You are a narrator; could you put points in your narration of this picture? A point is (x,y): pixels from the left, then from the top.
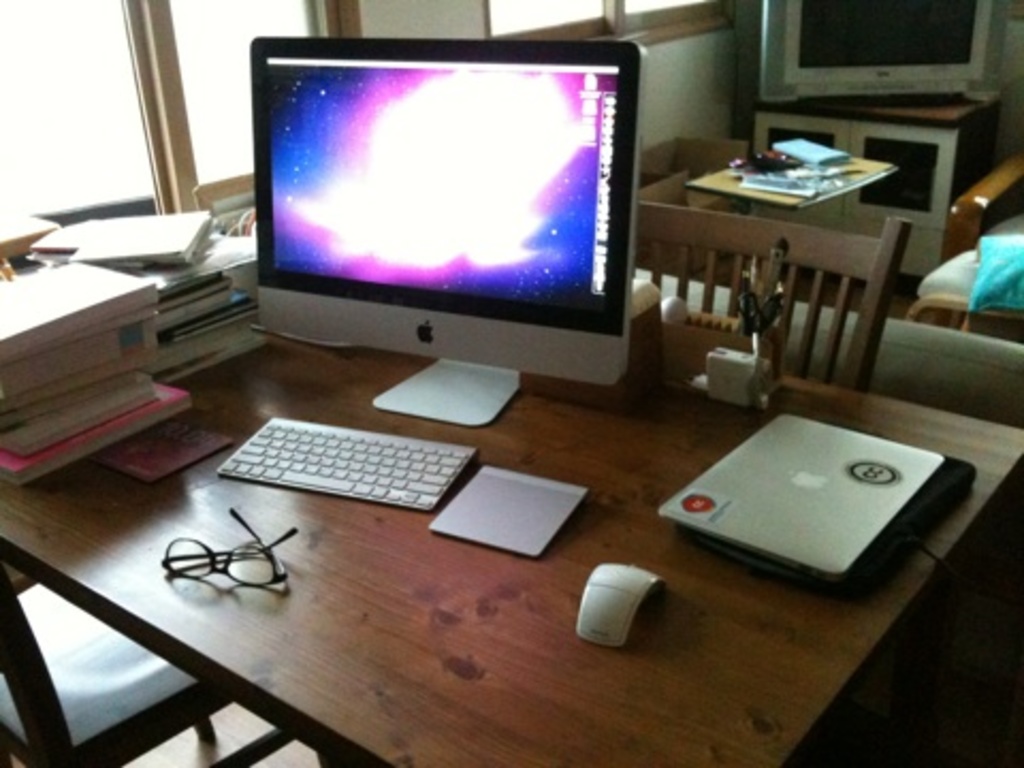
In this image there is one table (659,421) on that table (206,487) there is spectacles (254,559), keyboard (378,490), mouse (632,589), laptop (740,529), and some books (159,326) are there and on the top of the left corner (66,73) there is a window (179,39). And on the top of the image (532,14) there is another window (684,16) and on the top of the right corner (853,46) there is one television (862,60) and under that television (914,57) there is one table (917,215) beside that table (926,164) there is one chair (965,201) beside that chair (979,232) there is one book (826,158).
